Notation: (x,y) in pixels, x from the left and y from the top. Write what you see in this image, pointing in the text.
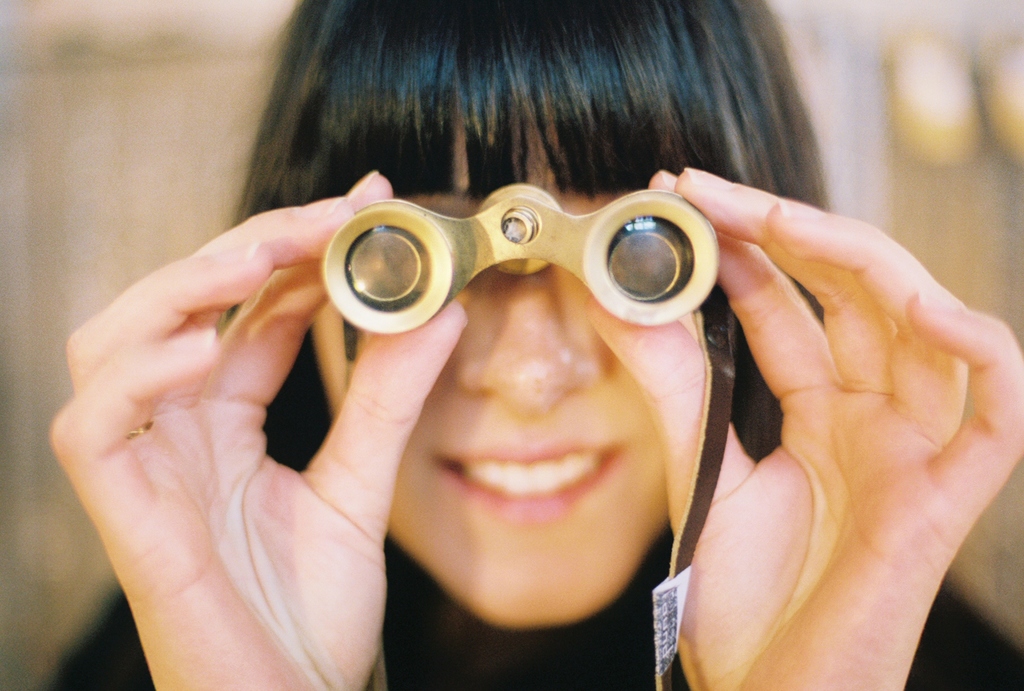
In this picture we can see a woman (574,452) holding binoculars (555,257) here, we can see a blurry background (862,136) here.
